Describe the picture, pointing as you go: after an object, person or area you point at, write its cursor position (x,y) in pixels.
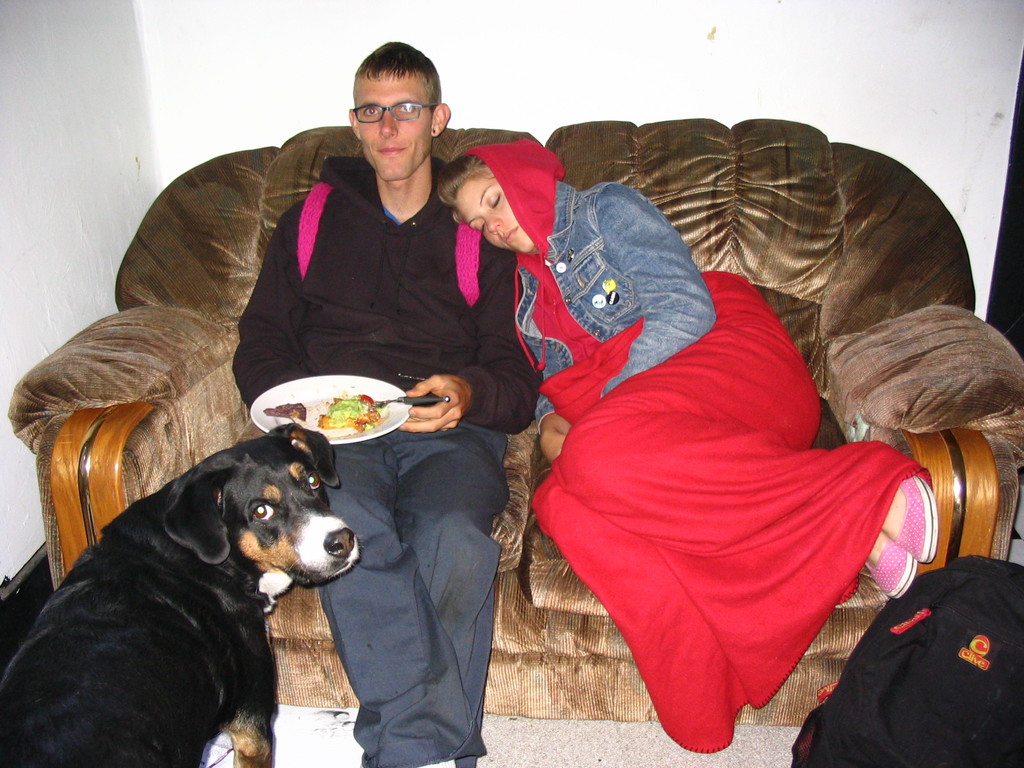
In this picture we can see a man (483,386) and woman (554,450), they are sitting on the sofa (260,433) and he is holding a plate (339,379), in front of him we can see a dog (174,505) and a bag (934,670), we can see food (365,413) in the plate (316,391).
